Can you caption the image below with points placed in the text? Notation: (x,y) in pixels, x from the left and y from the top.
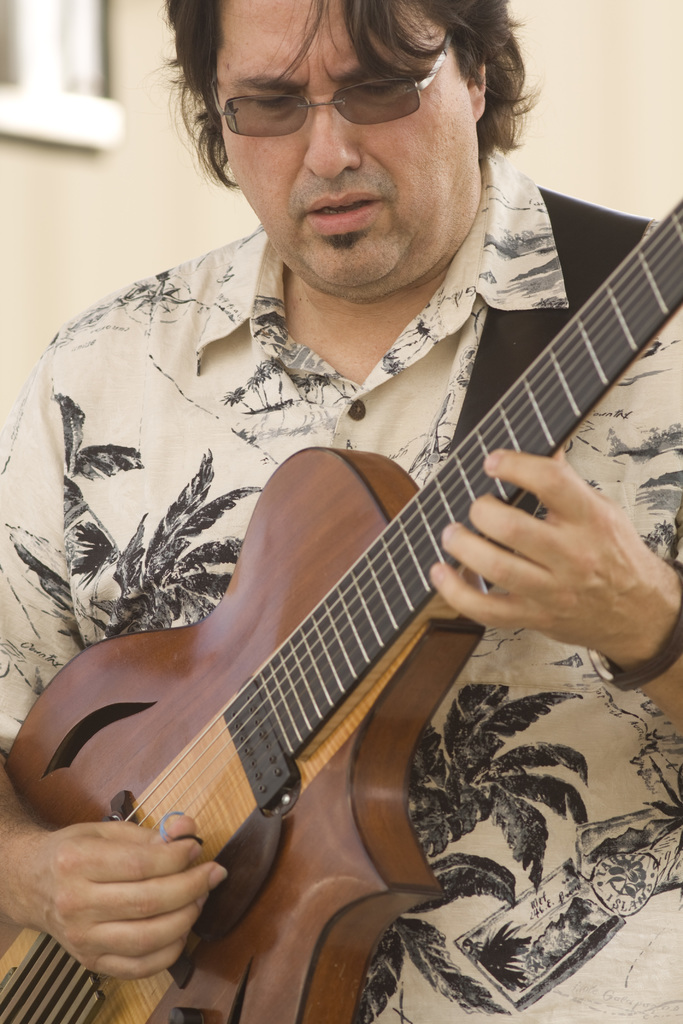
In this picture there is a man (288,135) holding a guitar (568,433). He is wearing a printed shirt (187,365) and spectacles (437,67). In the background (118,163) there is a wall (129,95).
